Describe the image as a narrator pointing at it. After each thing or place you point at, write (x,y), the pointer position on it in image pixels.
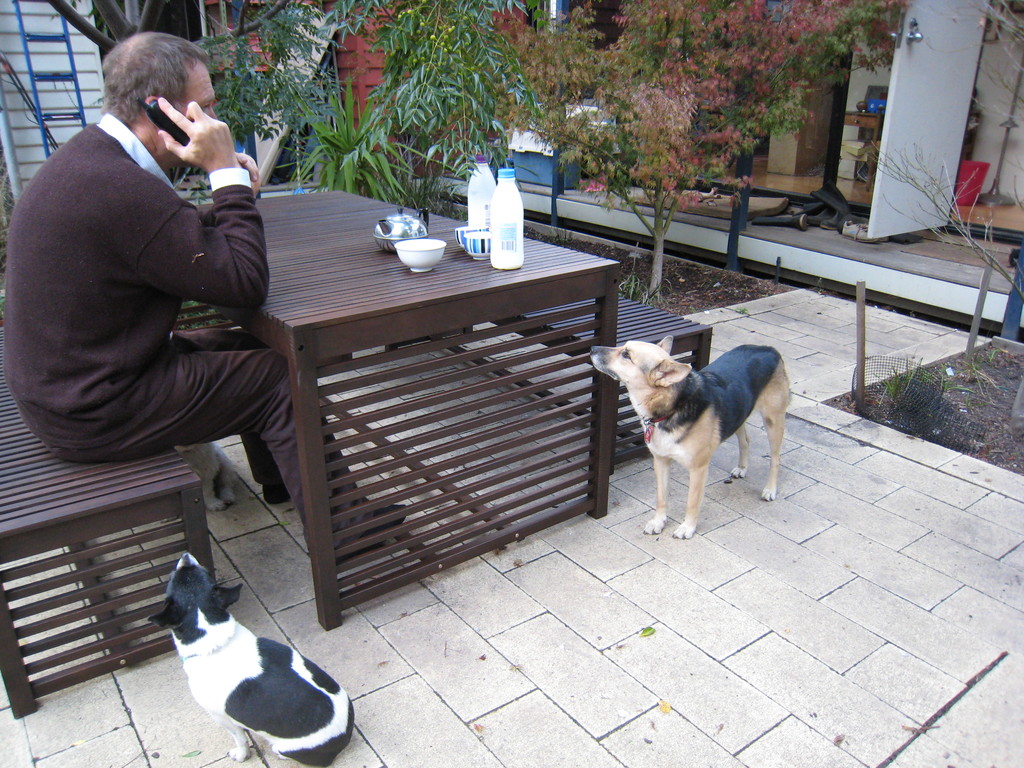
This is a picture taken in the outdoor. The man (114,326) in brown jacket (84,278) was sitting on a bench (59,487) in front of the man (113,305) there is a table (306,321) on the table (327,319) there is a bowls (422,266) and bottles (472,225). On the floor (454,660) there are two dogs (669,459). Behind the table (318,274) there are trees (552,114), door (909,107), ladder (79,102) and a building (374,64).
